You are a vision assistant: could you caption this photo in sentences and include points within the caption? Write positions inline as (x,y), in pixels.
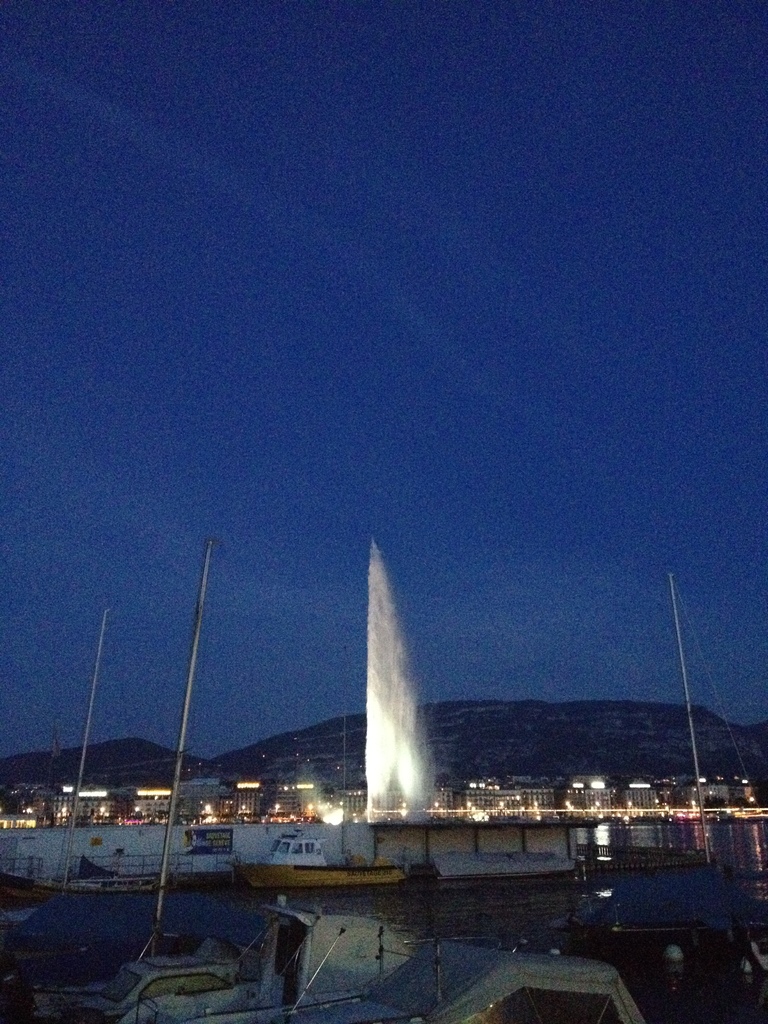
In this image we can see boats (373,980) on the water (513,910), a bridge (453,836), few buildings (353,794) with lights (152,792), mountains (149,761) and the sky (404,451).
